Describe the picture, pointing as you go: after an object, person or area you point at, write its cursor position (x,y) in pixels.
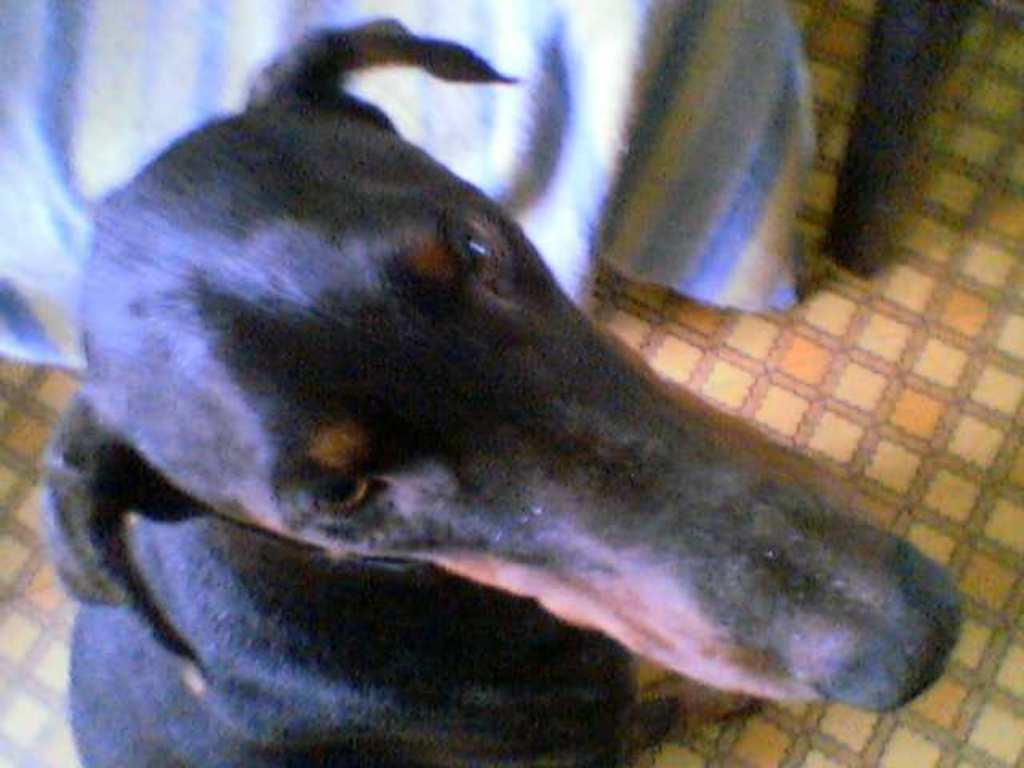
In the center of the image (378,401) we can see one dog (378,497) on the floor (827,108). And the dog (388,470) is in a black and brown color. At the top of the image (477,144), we can see one cloth (563,106) and one wooden object (872,120).
